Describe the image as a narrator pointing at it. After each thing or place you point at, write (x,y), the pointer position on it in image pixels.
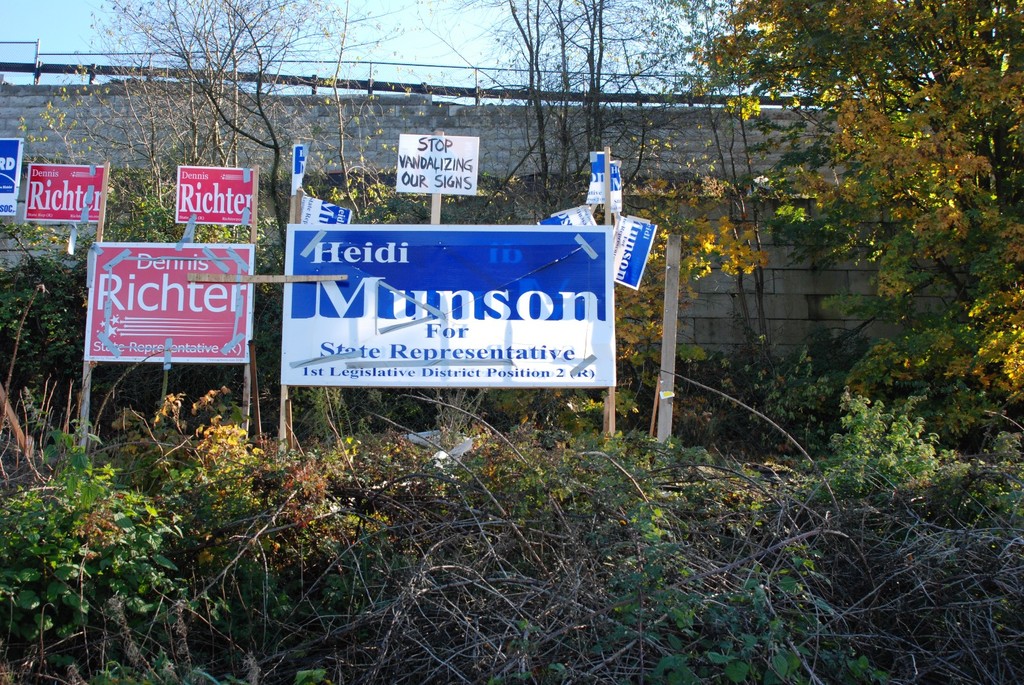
Here in this picture we can see number of boards (452,190) present on the ground (430,441) over there and we can see trees (955,168) and plants (566,453) present all over there and behind it we can see a wall (184,118) with railing (111,71) present over there and we can also see a fencing (470,83) on the wall (677,104) over there.
